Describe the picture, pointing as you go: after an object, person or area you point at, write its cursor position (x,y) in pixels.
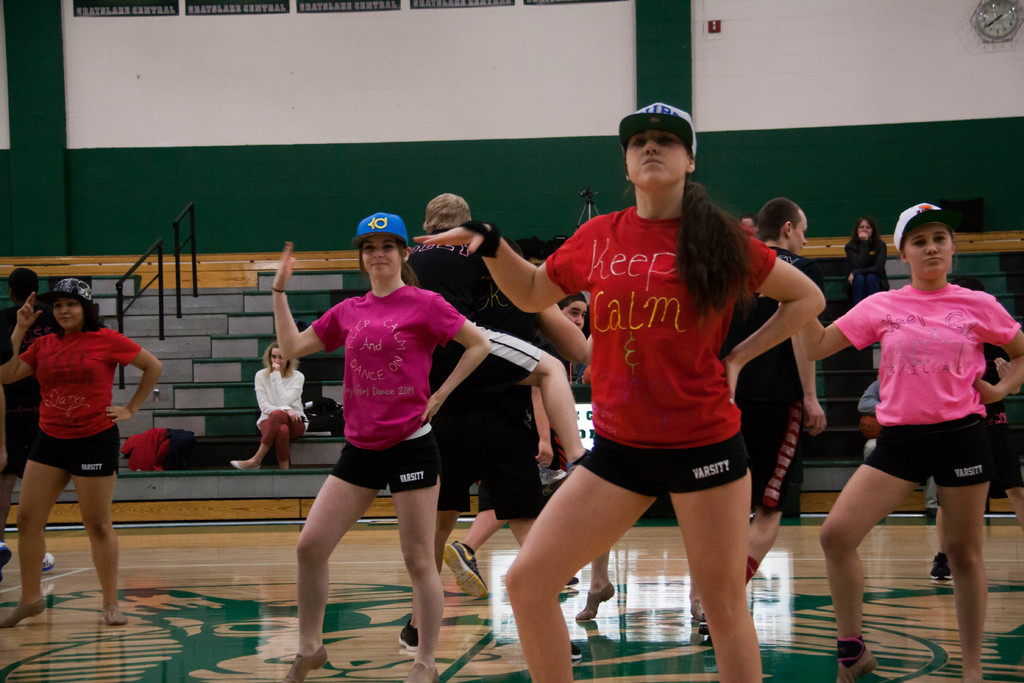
In this image we can see a group of people (683,381) standing on the floor (897,600). In the background (874,292), we can see some people (857,286) sitting on the staircase (275,455), we can also see the railing (177,252). In the top right corner of the image (994,14) we can see a clock (988,25) on the wall (354,63).
